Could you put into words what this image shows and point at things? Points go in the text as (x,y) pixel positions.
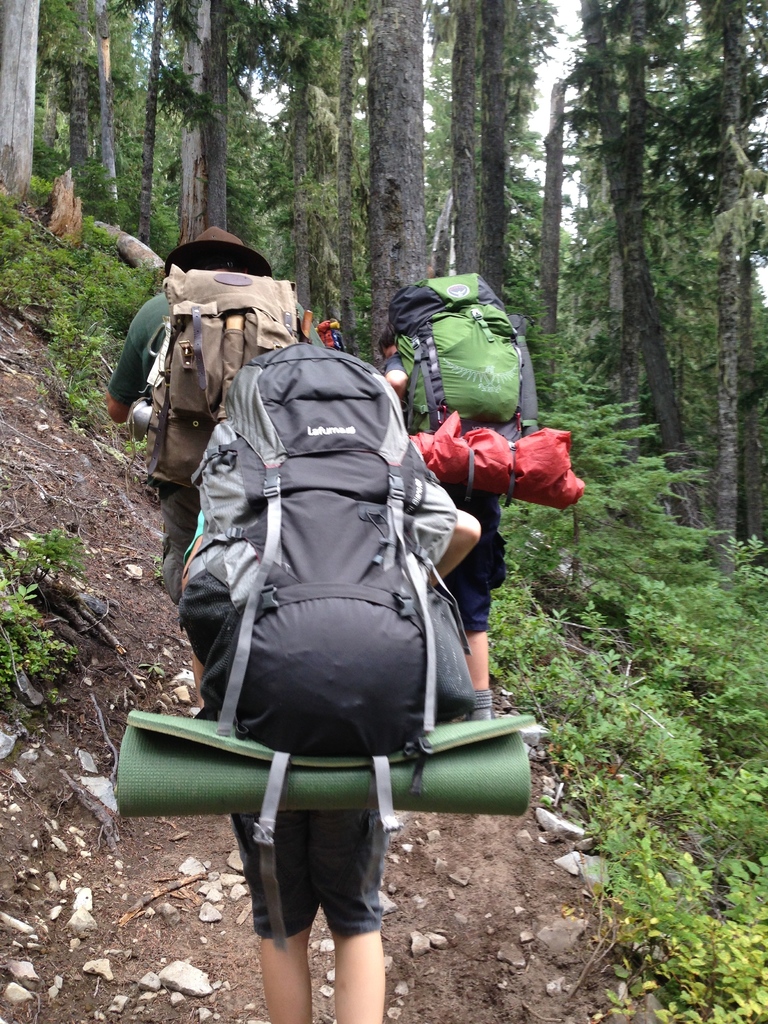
There are three persons (340,520) in this image who is trekking and at the background (388,211) there are trees (503,173).
